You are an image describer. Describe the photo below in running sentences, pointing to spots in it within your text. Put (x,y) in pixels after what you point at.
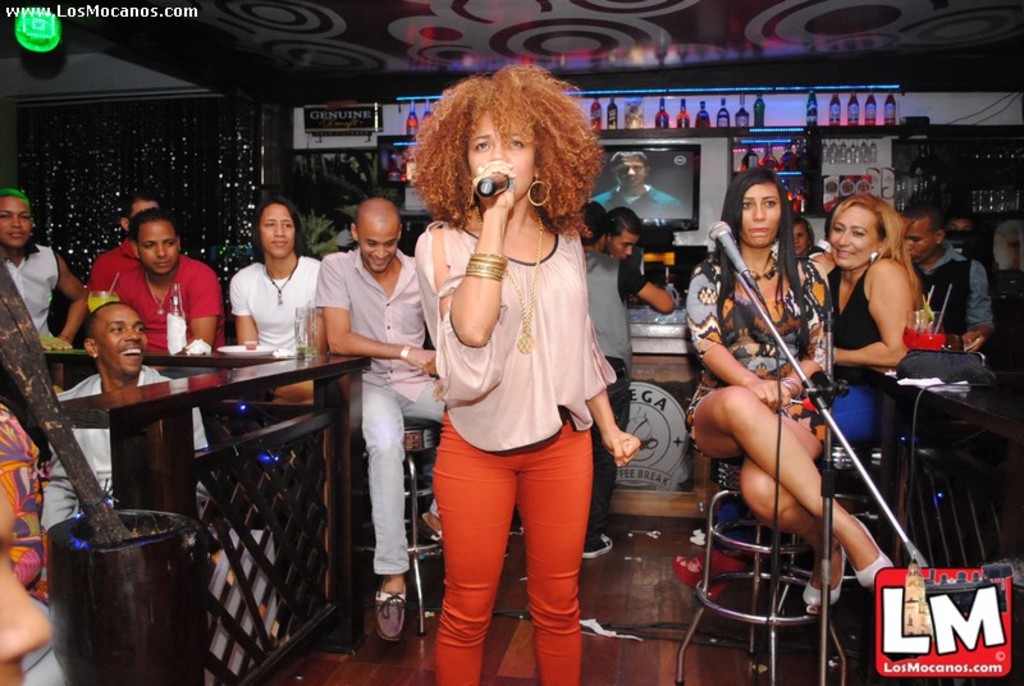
In the image we can see there are people (726,310) around wearing clothes (395,336) and shoes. They are sitting and some of them are standing. Here we can see a woman (509,302) holding a microphone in her hand (504,204). Here we can see microphone stand (830,454) and cable wire (776,484). Here we can see wooden fence (270,533), wooden floor (400,658) and a stool (714,534). We can see even there are bottles (761,104) kept on the shelf (770,132) and here we can see a television (637,196). At the bottom right (957,636) and left top we can see water mark (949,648).
